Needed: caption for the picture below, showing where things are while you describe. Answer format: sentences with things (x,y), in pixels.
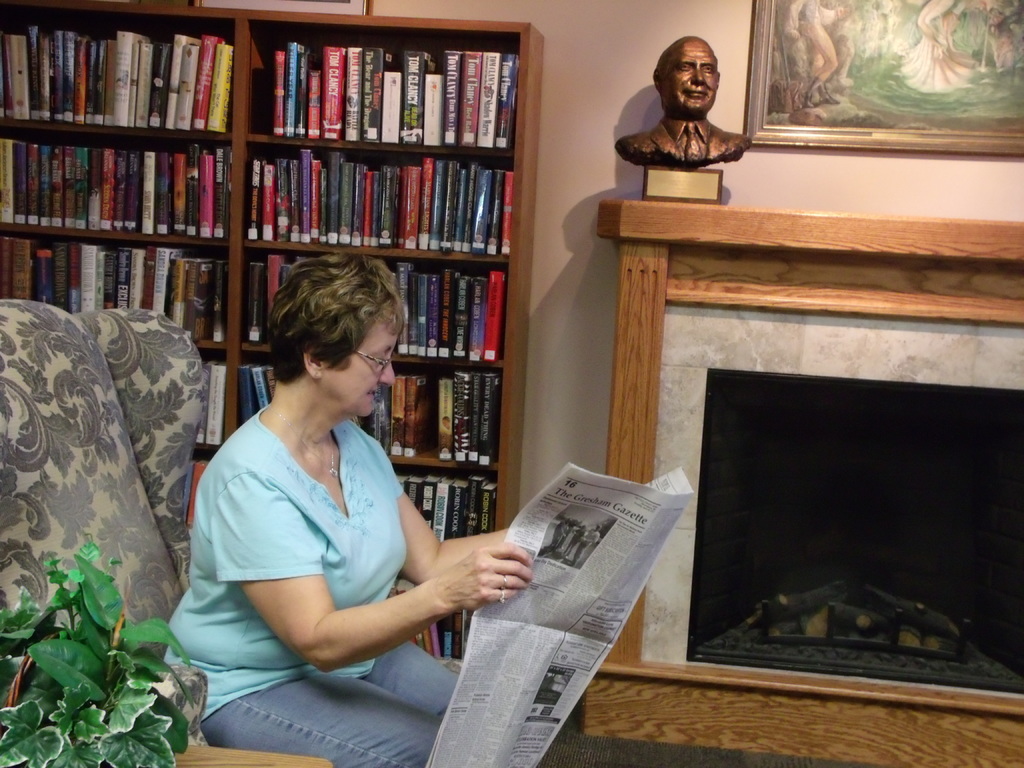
In this image, we can see a person (488,597) holding a newspaper (512,729) is sitting. We can see the wall (593,215) with a few photo frames (1006,29). We can see some shelves (257,133) with objects (190,193) like books (199,319). We can see the fireplace (984,661) and a statue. We can see some leaves (103,614) on the bottom left corner (58,735).
